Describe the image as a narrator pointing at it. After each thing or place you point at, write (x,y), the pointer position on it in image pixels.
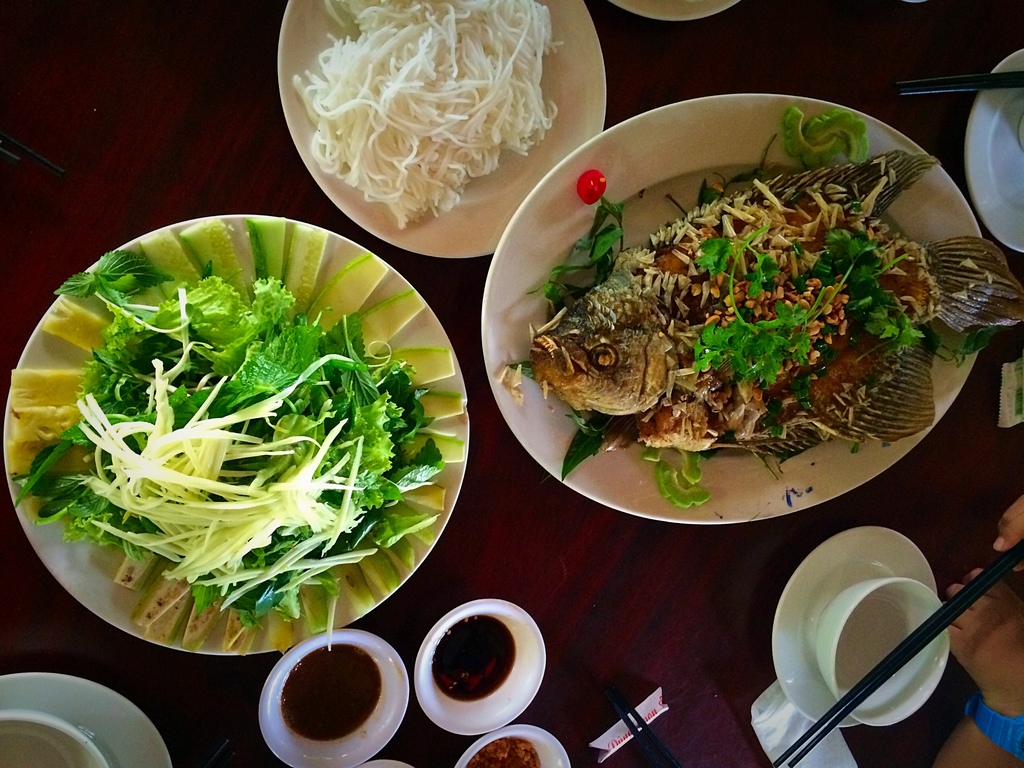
In this picture we can see plates (383,223), bowls (312,751), cup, saucer (833,537), chopsticks (961,89) and on plates (350,338) we have food item (677,334) such as fish (649,259), noodles (445,141), leaves (278,333).
